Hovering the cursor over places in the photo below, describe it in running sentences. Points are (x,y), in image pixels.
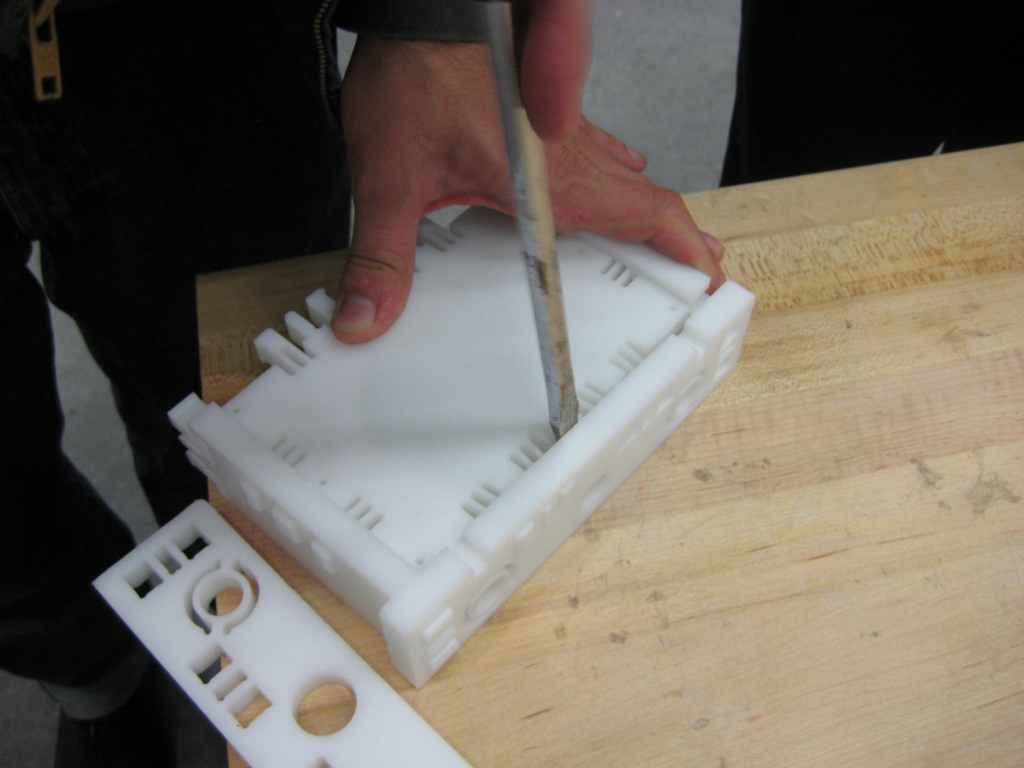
On the left side (99,139), there is a person (157,65) holding a turn-screw (531,284) and placing it on a white color object (594,416) and holding this object (412,587) with the other hand (600,204). This white color object (409,448) is on a wooden table (729,733). Beside this object (564,494), there is another white color object (234,632).
